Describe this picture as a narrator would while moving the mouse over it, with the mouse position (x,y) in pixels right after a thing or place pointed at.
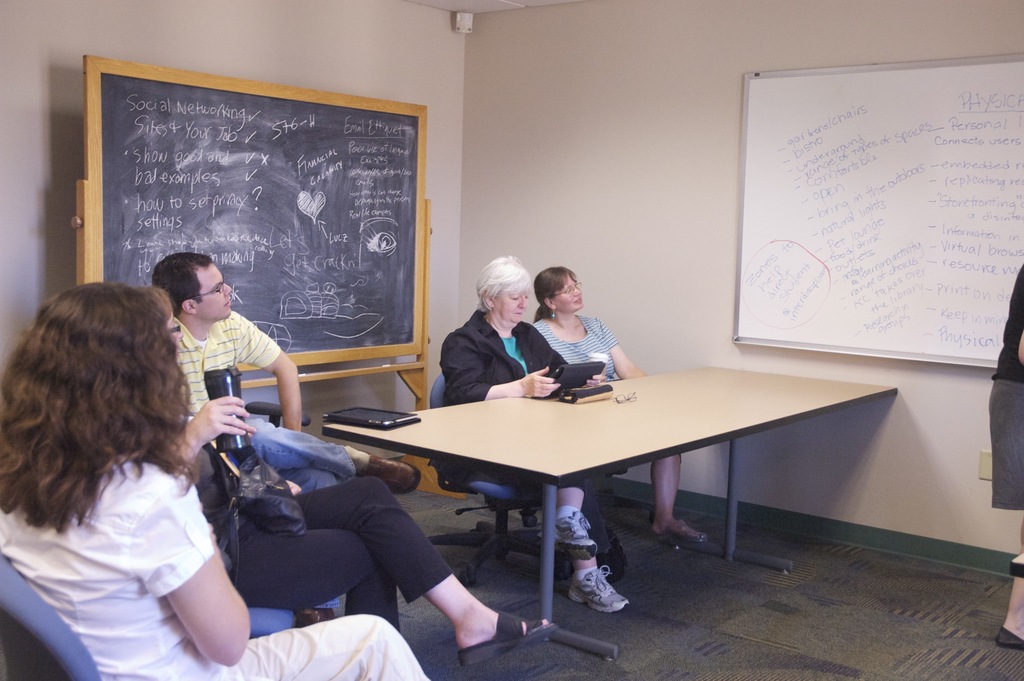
In front of the image there are people (520,379) sitting on the chairs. There is a table (595,435). On top of it there are some objects (618,400). On the left side of the image (319,219) there is a board (264,325) with some text (372,123) and drawing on it. On the right side of the image (996,384) there is a person (1011,388) standing. In the background of the image (825,203) there is a board (757,154) on the wall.
